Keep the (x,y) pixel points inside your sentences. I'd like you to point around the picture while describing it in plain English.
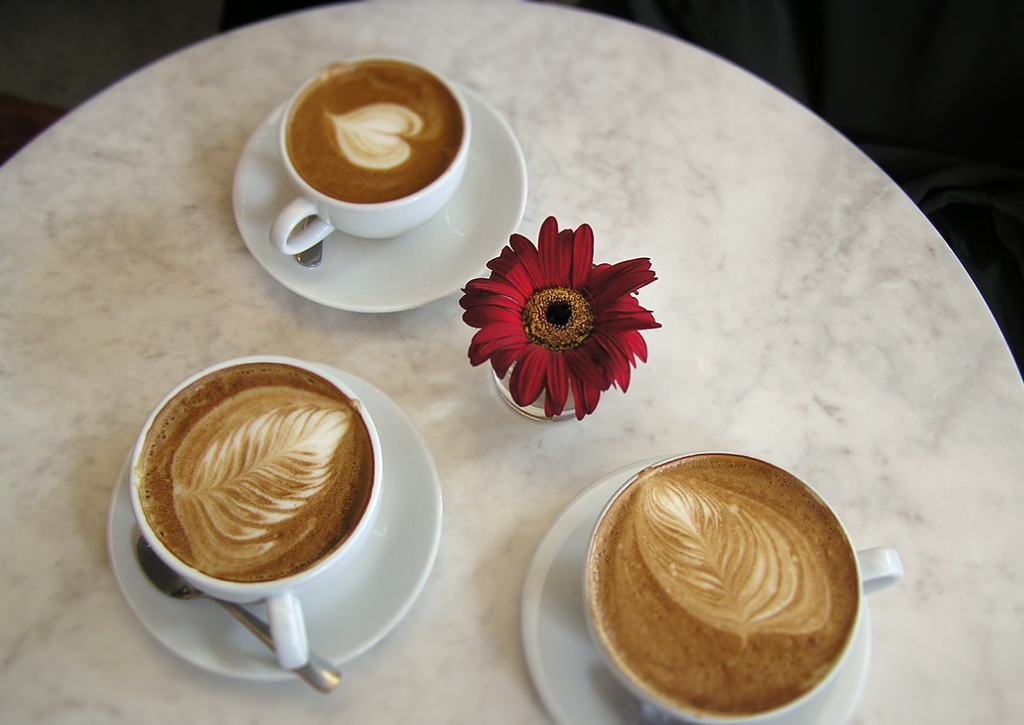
On a white table (971,623) we can see cups (339,218), saucers (192,624) and spoons (250,626). Here we can see coffee (725,558). We can see a glass (542,407) and red flower (558,333).
